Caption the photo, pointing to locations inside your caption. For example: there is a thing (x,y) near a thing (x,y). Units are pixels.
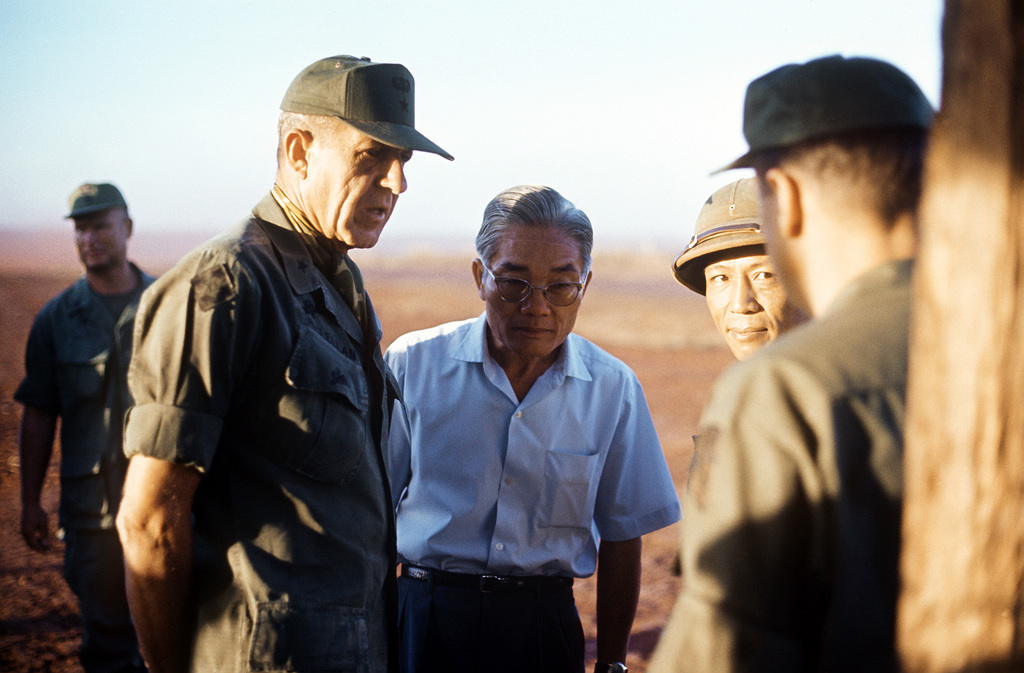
In this image there is a person (265,416) standing. He is wearing a cap (372,84). Beside him there is a person (489,323) wearing spectacles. Right side (963,554) there is an object (918,508). Behind there are two people (804,301) wearing the caps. Left side (43,399) there is a person (47,411) standing on the land (22,611). He is wearing a cap (95,210). Top of the image (631,66) there is sky (509,104).
